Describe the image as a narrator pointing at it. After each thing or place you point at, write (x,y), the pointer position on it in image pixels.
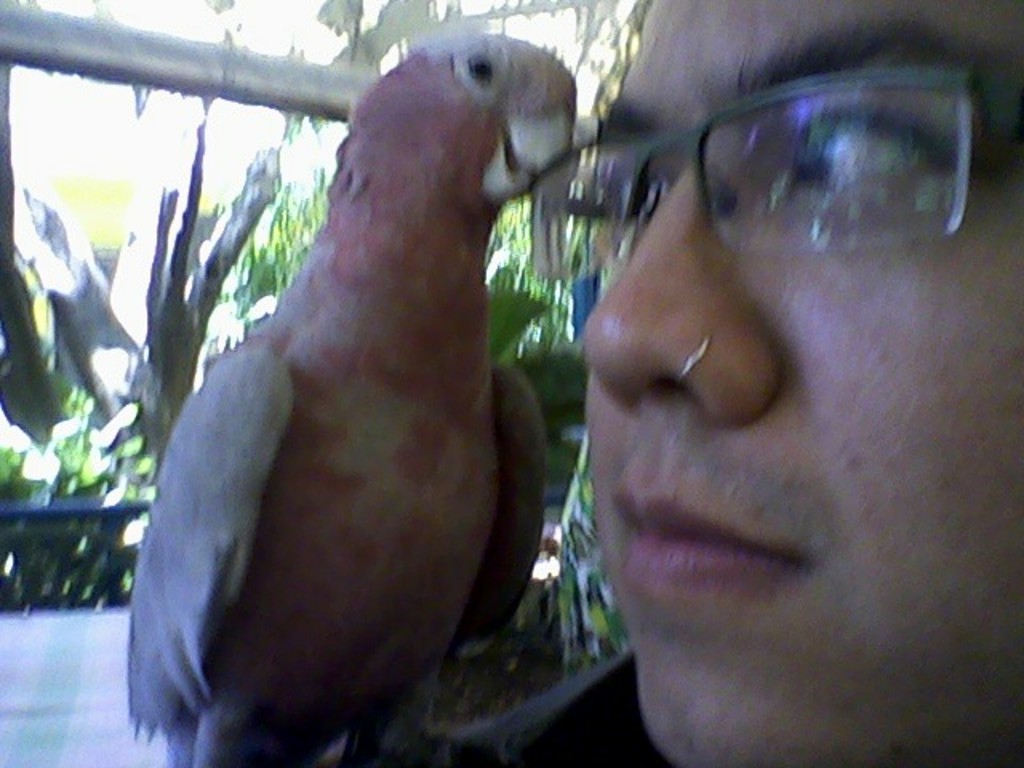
In this image, we can see a person (763,379) wearing spectacles (828,233). We can also see a bird (454,119). We can see a rod (276,91) and some plants (230,305).
